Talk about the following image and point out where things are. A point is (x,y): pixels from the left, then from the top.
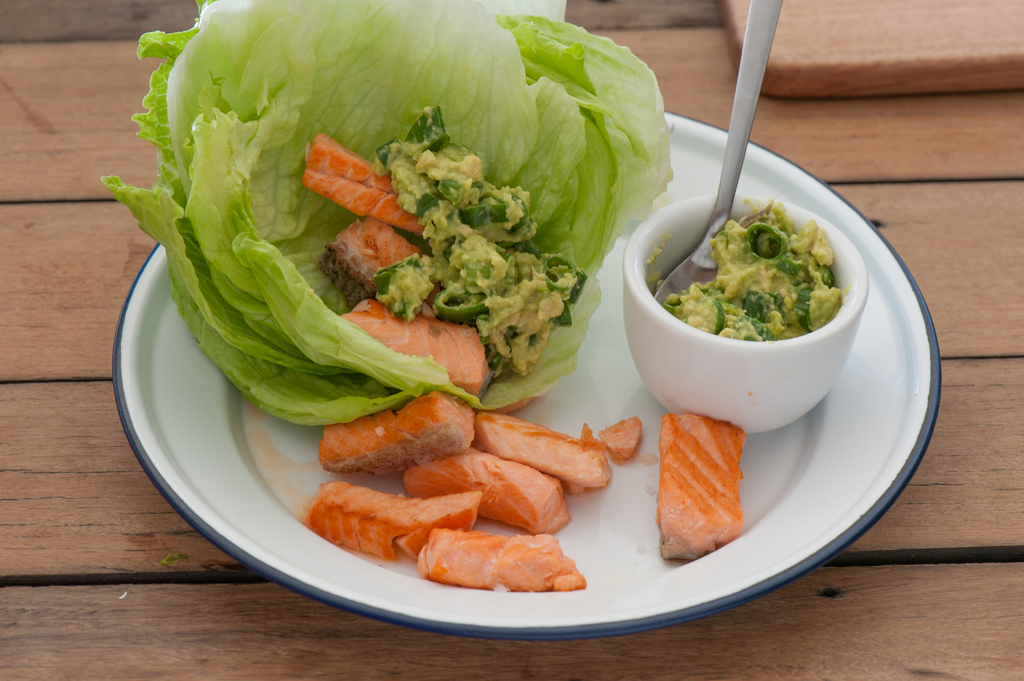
In the picture we can see a wooden table (169,518) on it, we can see a white color plate (144,401) with salmon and lettuce (256,116) and a small bowl (796,337) with guacamole (829,246) and spoon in it.
